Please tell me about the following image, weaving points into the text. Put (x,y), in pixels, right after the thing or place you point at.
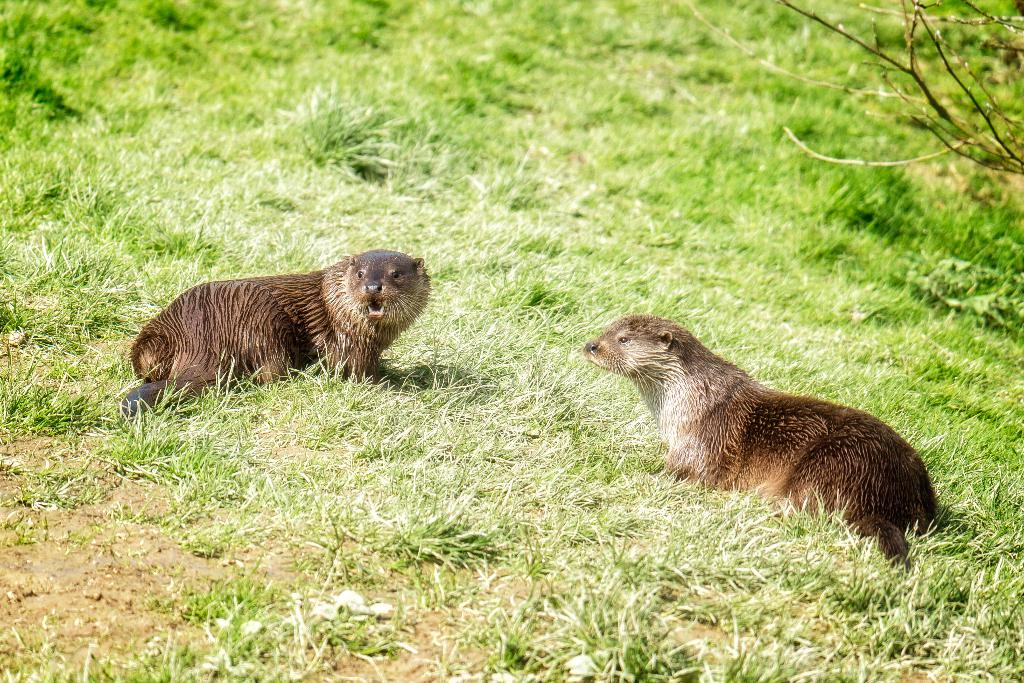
In this picture we can see animals (869,474), grass (703,147) and branches (913,60).
